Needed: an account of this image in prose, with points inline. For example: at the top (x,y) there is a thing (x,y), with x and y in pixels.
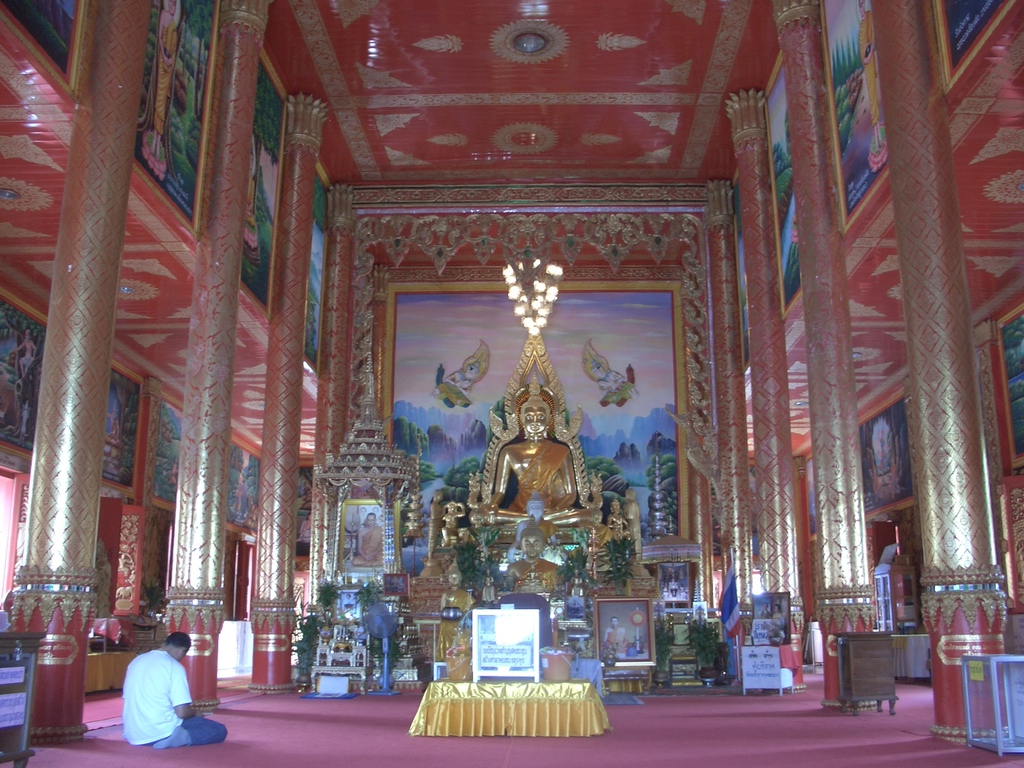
On the left side (168,646), there is a person's (142,665) in white color t-shirt (163,701), sitting on the knees (222,730) on the floor (234,735) which is covered with pink color floor (194,747). In the background (478,614), there is an object (510,611) on the table (531,691), there are photo frames (619,657) arranged, there is a statue (546,547), there is a painting (597,354) on the wall (542,255) and there are pillars (952,233).
